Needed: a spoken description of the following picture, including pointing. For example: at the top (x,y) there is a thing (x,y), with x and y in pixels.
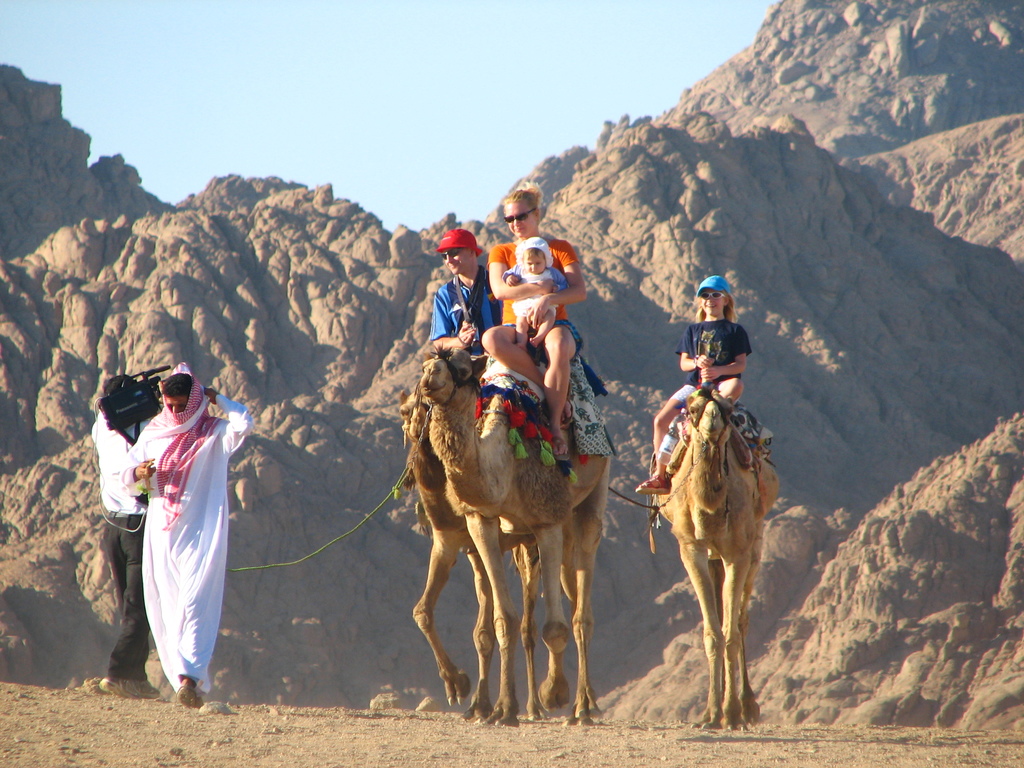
In this picture we can see there are some people (538,298) riding the camels (461,483). A woman (551,305) is holding a baby (530,274). On the left side of the camels (493,501), there is a person (193,572) in the white dress (182,583) is walking and another person (126,488) is holding a camera (121,427). Behind the camel's (480,454) there are hills (414,283) and the sky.
